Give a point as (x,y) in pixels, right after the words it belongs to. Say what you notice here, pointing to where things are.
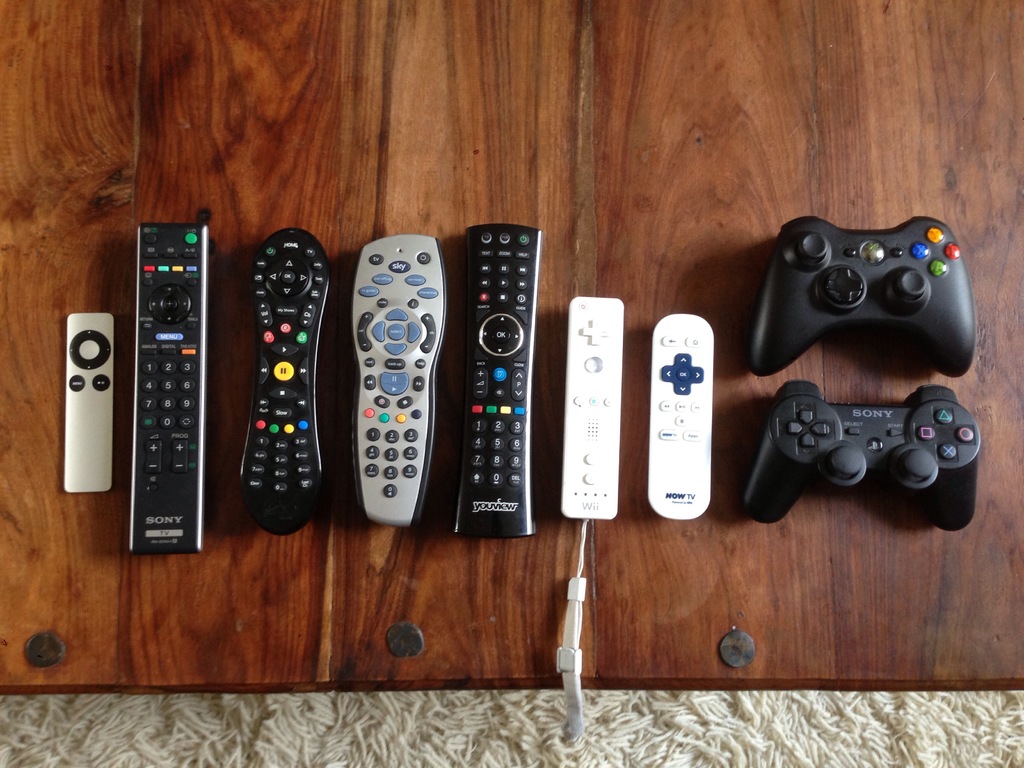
In this image few remotes (390,451) and few joysticks (919,231) are on the wooden plank (680,168). Bottom of image (278,749) there is mat (423,720). Remotes (296,488) are of different colours. Remotes (472,458) and joysticks (908,270) are having few buttons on them.
